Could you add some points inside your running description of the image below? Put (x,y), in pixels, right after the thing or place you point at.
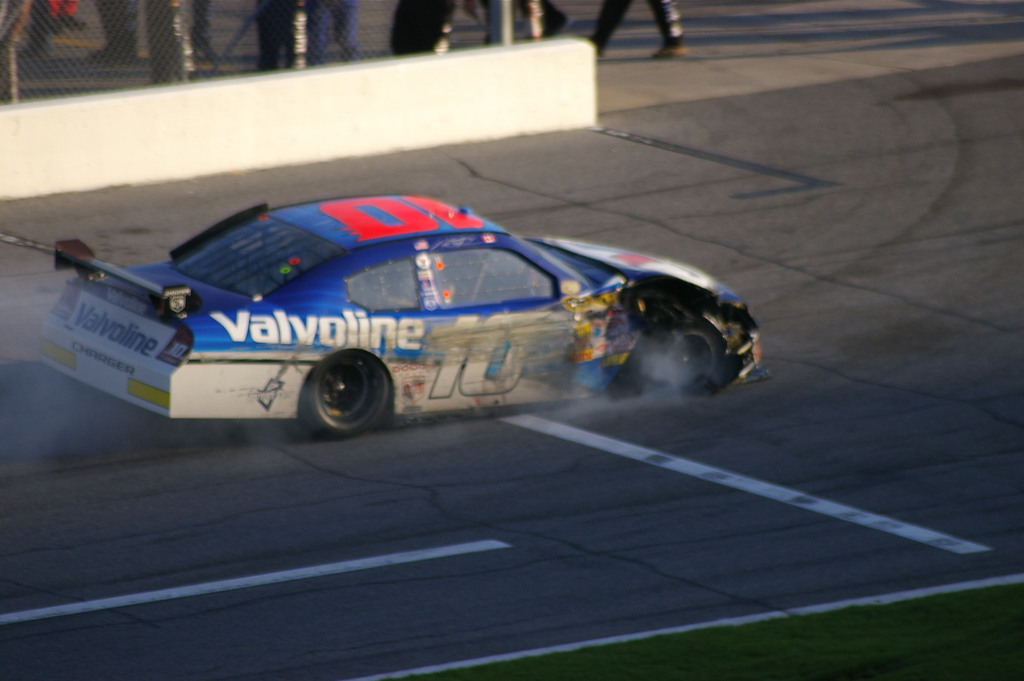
In this image we can see a car (232,309) on the road (387,628) and at the bottom (828,655) we can see grass (812,650) on the ground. In the background (69,66) we can see fence (64,63) and few persons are walking on the road (64,63) but we can see only their legs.
